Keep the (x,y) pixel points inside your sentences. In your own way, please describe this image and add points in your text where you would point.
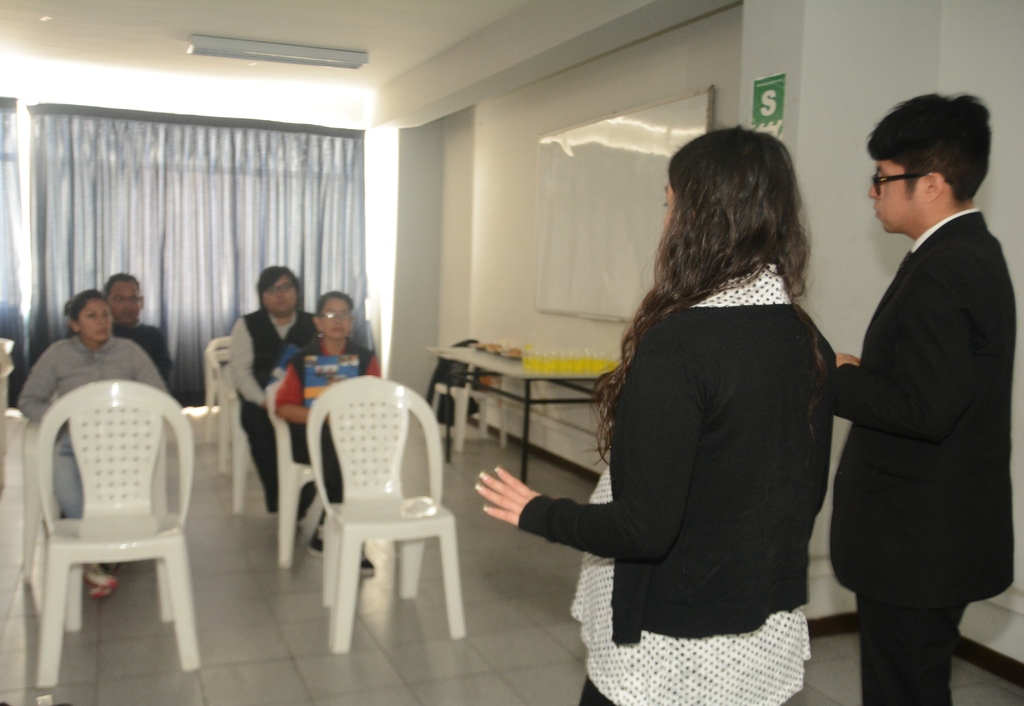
In this image on the right side (712,444) there are two persons (737,414) who are standing and on the left side (103,334) there are a group of people (303,340) who are sitting on a chair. And on the top (287,49) there is a ceiling (159,41) and light (255,56) is there and on the left side (106,208) there is a window (203,154) and curtains (127,220) are there and in the center (442,294) there is a wall (531,90) and on that wall (501,298) there is one board (568,233) beside that board (592,280) there is one table (492,364).
